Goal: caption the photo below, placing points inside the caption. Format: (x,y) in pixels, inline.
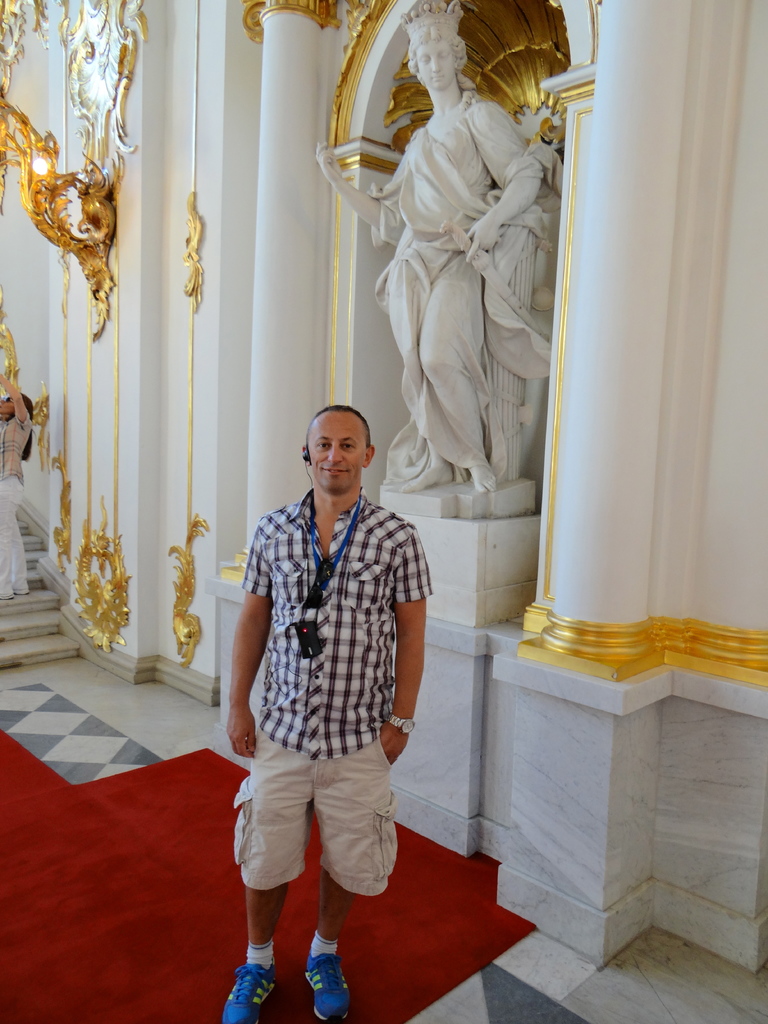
In the middle of this image (384,650), there is a person (400,693) in a shirt (390,662), standing on a red color carpet (424,927). In the background (543,196), there is a white color statue (487,261) on a platform (495,590), there is a light (59,184) attached to the wall (67,210), a person (18,551) on a step (33,596) and there is a white wall (178,325).
